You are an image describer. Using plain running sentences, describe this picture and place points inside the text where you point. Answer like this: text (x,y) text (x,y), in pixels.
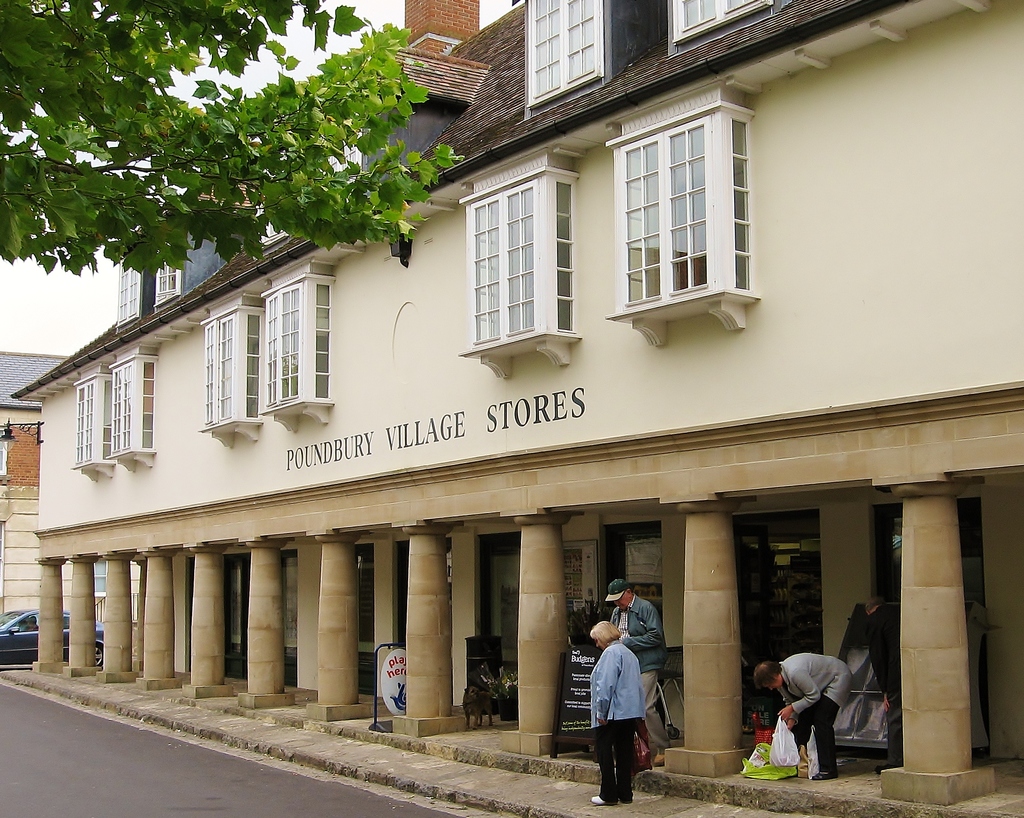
This picture shows couple of buildings (47,453) and we see a car (29,631) moving on the road (288,812) and we see people (637,688) standing and we see a man (624,606) wore a cap (620,594) on his head (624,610) and we see a woman (789,713) carrying a carry bag (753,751) in her hand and we see a board (573,737) on the side and we see a tree (395,204) and a cloudy sky (54,294).
